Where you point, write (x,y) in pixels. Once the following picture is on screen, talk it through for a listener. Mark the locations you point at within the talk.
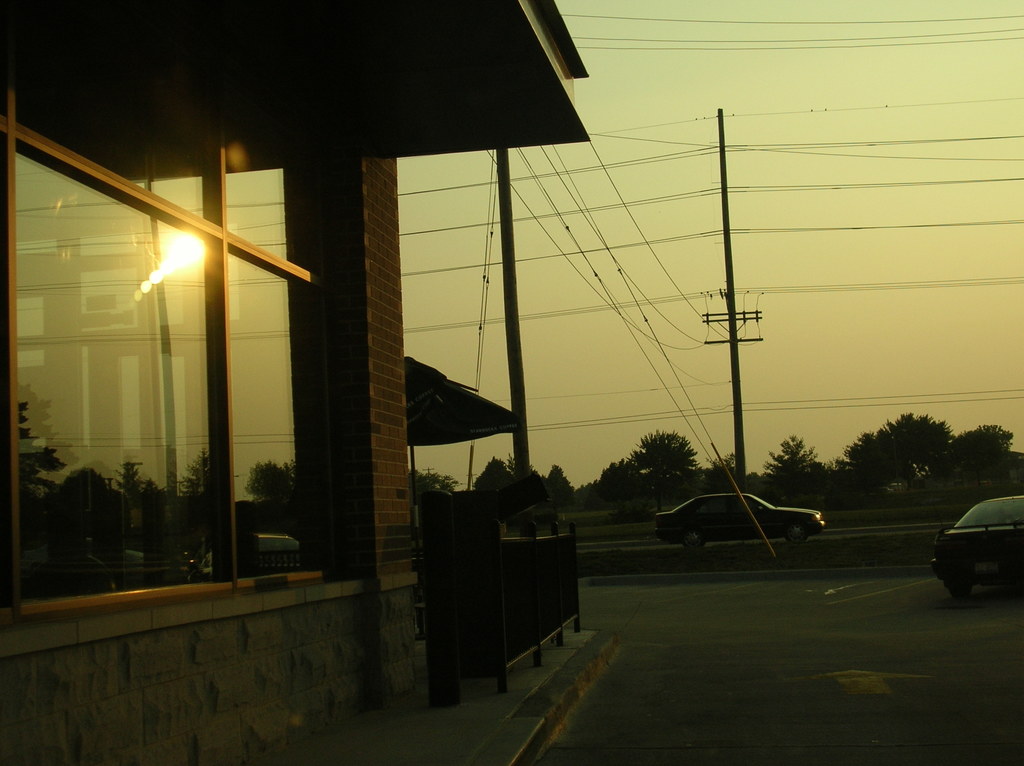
There are cars (1008,528) on the road (762,605). Here we can see a building (329,585), poles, fence (576,534), and wires (538,427). In the background (849,366) we can see trees (951,455) and sky (836,85).
